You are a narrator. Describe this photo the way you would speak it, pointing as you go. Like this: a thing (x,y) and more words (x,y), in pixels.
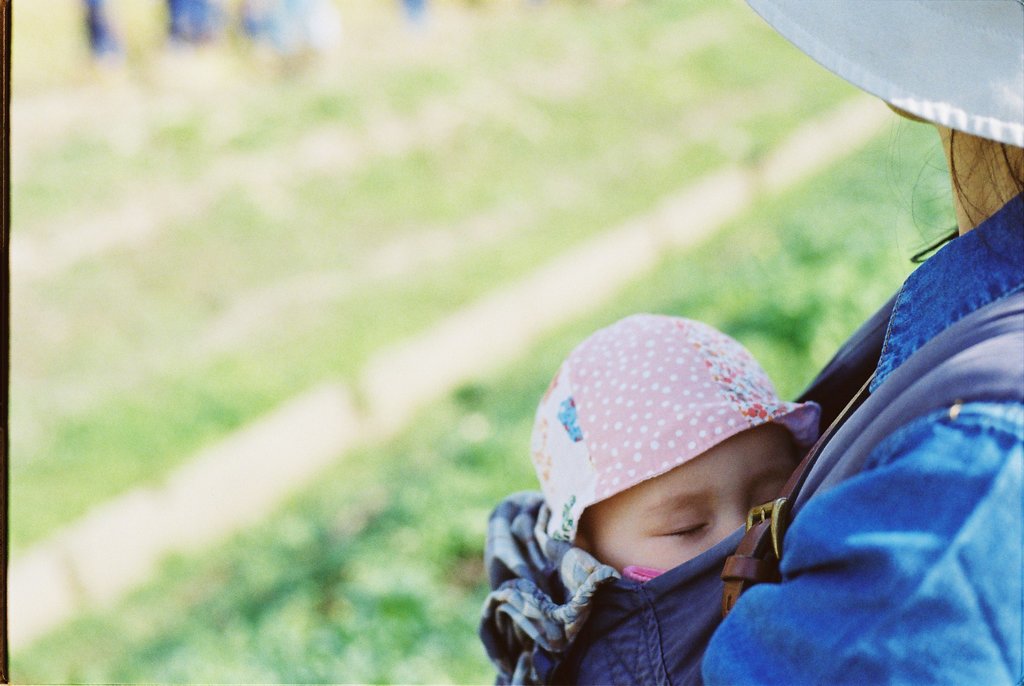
On the right side (907,425) there is a person (918,324) in white hat (940,58) and blue jacket (905,487) is holding a baby (724,521). Baby (718,502) is wearing a pink cap (690,416). In the background (382,294) it is blurred.
